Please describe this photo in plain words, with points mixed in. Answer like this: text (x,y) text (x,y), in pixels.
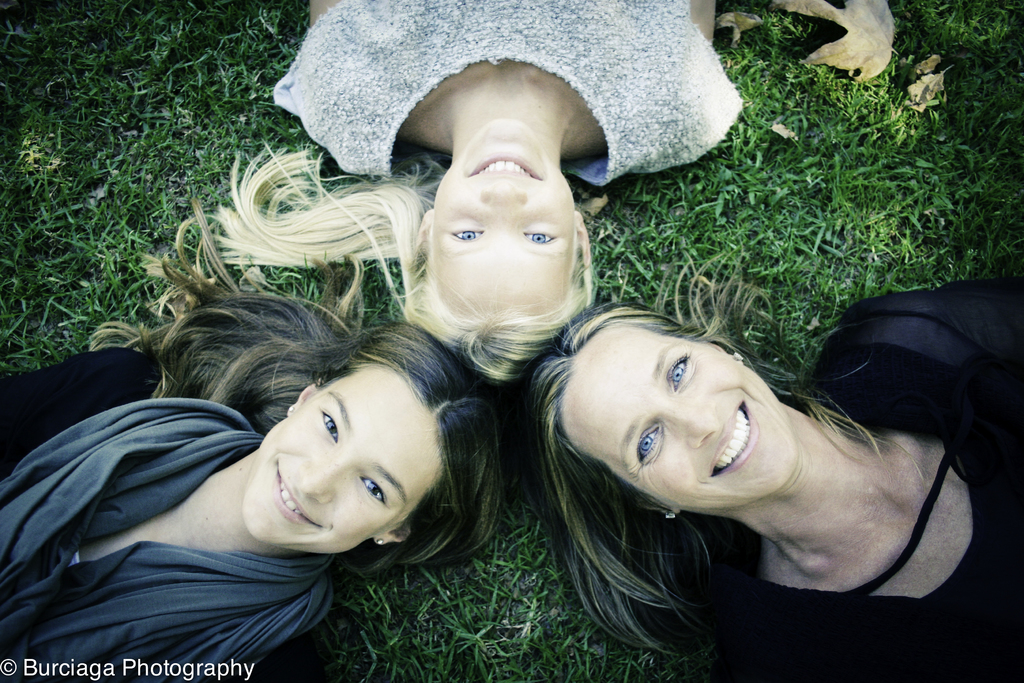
This picture is clicked outside. In the center (642,355) we can see the three persons (361,344) smiling and lying on the ground (873,219), the ground (863,156) is covered with the green grass (835,160). At the bottom left corner (176,674) there is a text (216,674) on the image.
